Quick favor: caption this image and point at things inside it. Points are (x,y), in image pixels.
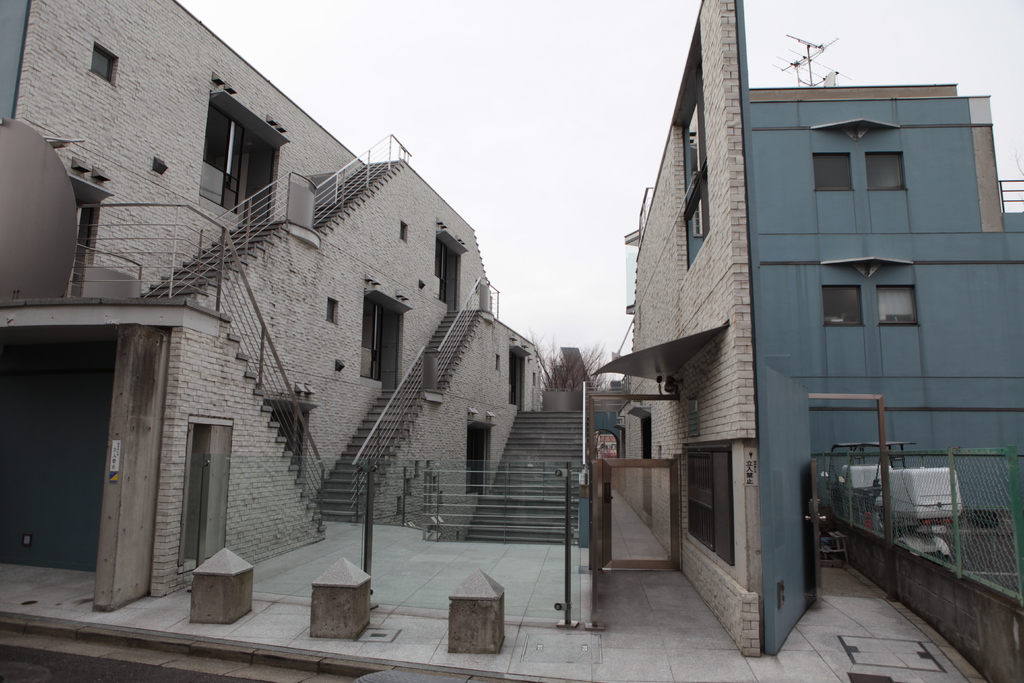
In this image we can see few buildings (605,453). We can see the tree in the image. There are staircases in the image. There is a fence (893,516) in the image. We can see the sky (577,88) in the image. There is an antenna (806,65) on the building (841,92) at the right side of the image (791,62).
